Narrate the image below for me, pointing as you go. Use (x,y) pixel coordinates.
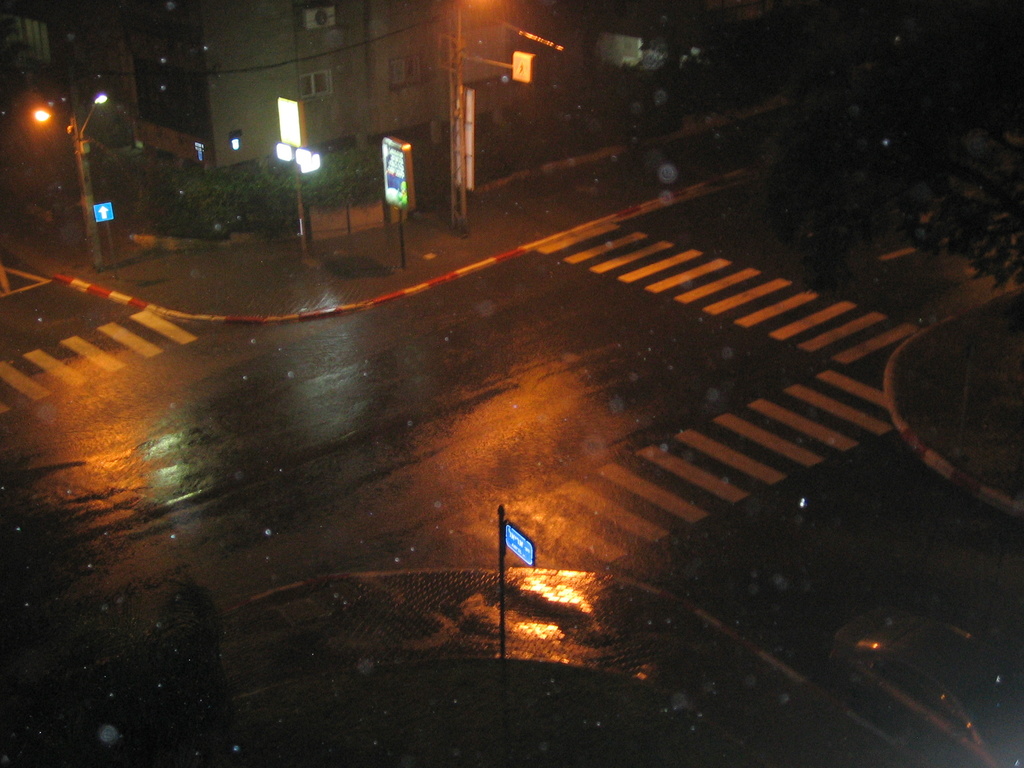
This image is taken in the dark where we can see a road (521,313), board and a building (189,48) in the background (306,128).
